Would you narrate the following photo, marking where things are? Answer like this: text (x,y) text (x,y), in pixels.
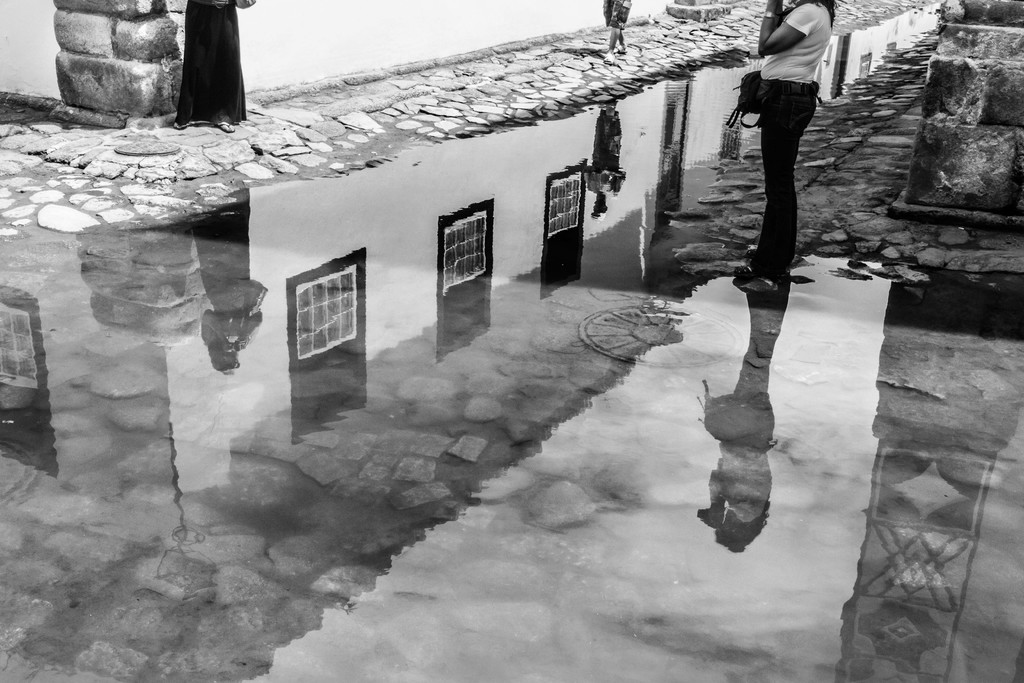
In this image I can see the black and white picture in which I can see the water (422,405) on the street (519,359), a person (791,15) standing and in the water (459,168) I can see the reflection (409,214) of the building (346,282) and few windows (333,261). In the background (452,43) I can see the building (408,53) and few persons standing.
